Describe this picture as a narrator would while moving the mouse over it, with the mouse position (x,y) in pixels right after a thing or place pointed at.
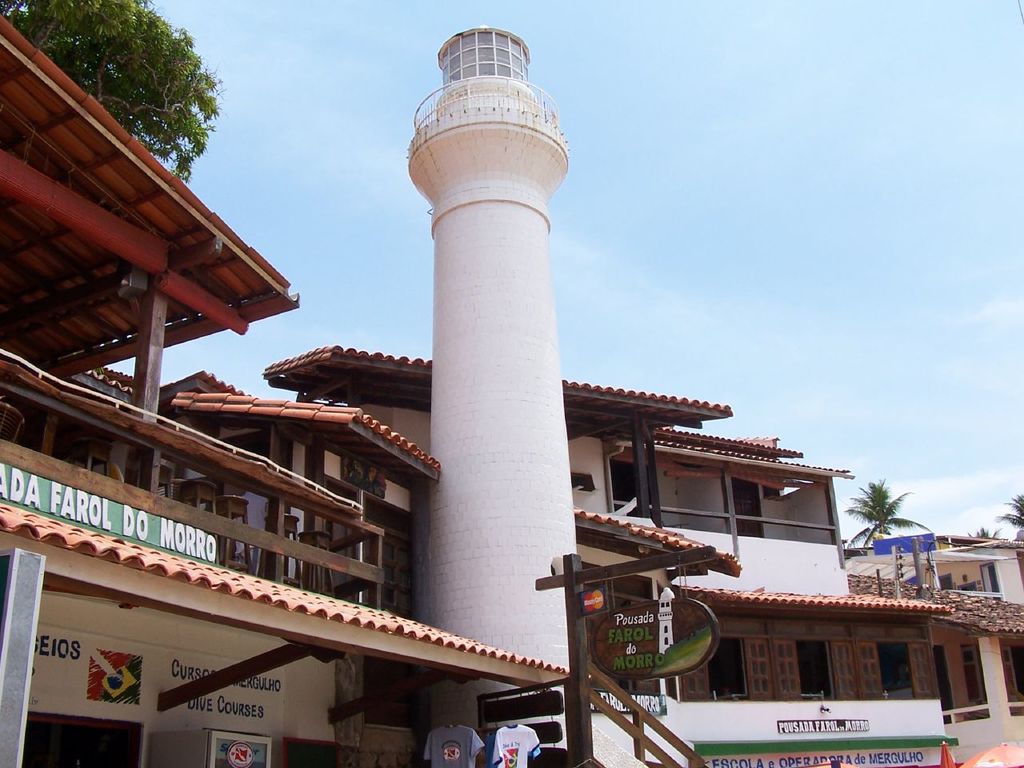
In this picture there is a tower (451,471) in the center of the image (469,302) and there are stalls (264,537) and posters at the bottom side of the image (56,676), there are trees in the background area of the image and there is an other tree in the top left side of the image (203,63).
